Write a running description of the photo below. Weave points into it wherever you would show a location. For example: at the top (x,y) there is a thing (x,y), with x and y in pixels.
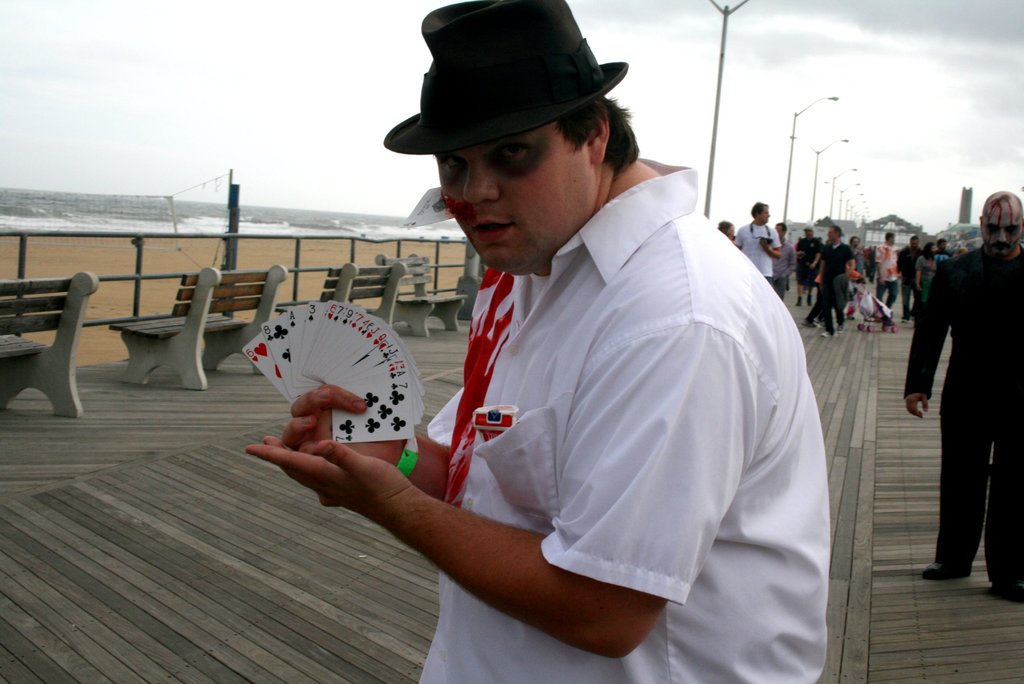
In this image we can see a person (513,2) in the middle of the image (635,438) holding some playing cards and posing for a photo and to the right side (994,563) we can see some people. We can see some benches (265,283) and street lights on the surface (451,352) and on the left side (330,246), we can see the sea shore (156,226).
